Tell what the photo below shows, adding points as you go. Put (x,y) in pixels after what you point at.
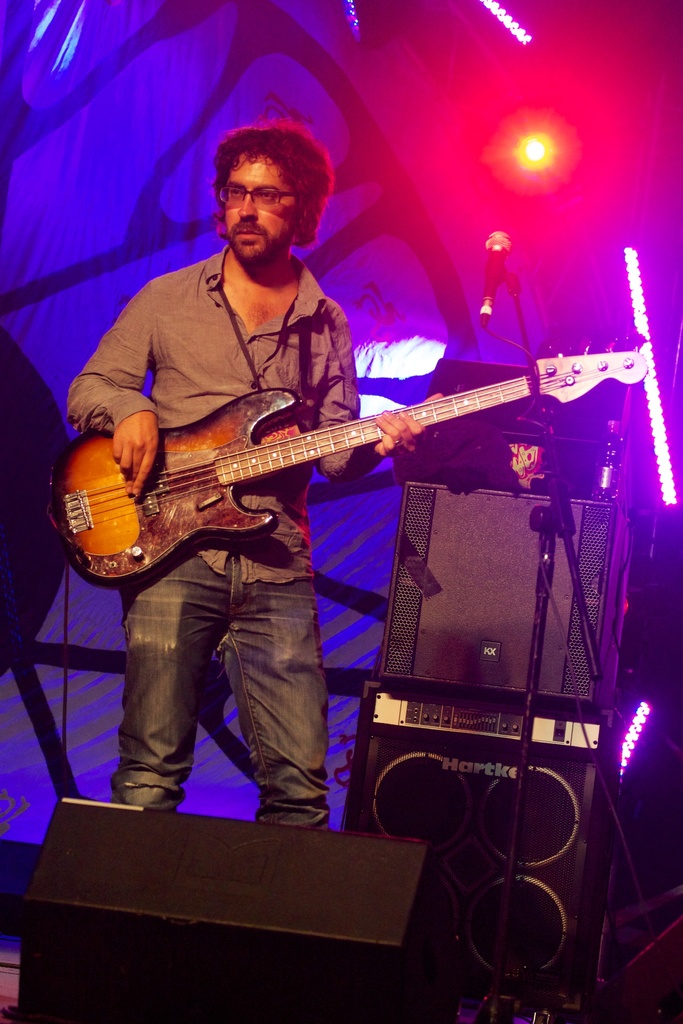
This picture we can see a man (200,362) wearing grey shirt (216,364) standing on the stage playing the guitar (215,471), Behind we can see big Hartke speakers (524,951) and music system (467,951), On the floor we can see the black color speaker (142,973) and on the background (98,3) we can see a led banner (98,3) with blue and red color spot lights (514,149).
